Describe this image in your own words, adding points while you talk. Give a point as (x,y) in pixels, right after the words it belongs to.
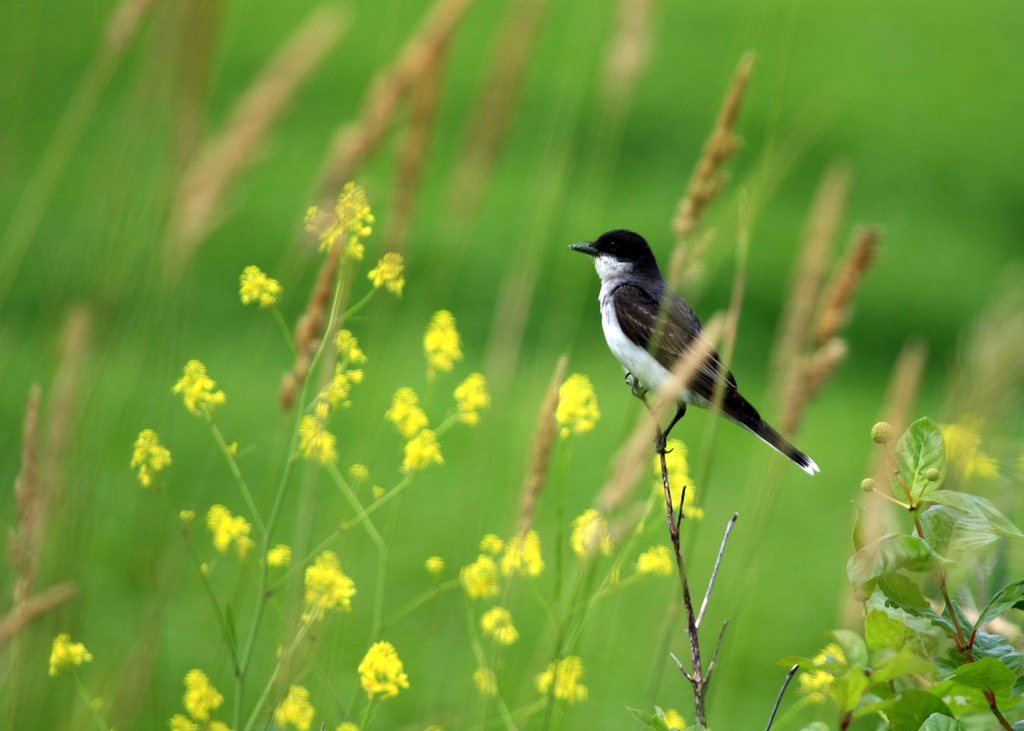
In this image there is a bird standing on the stick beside that there are some flower plants (195,704) and grass (740,366).
